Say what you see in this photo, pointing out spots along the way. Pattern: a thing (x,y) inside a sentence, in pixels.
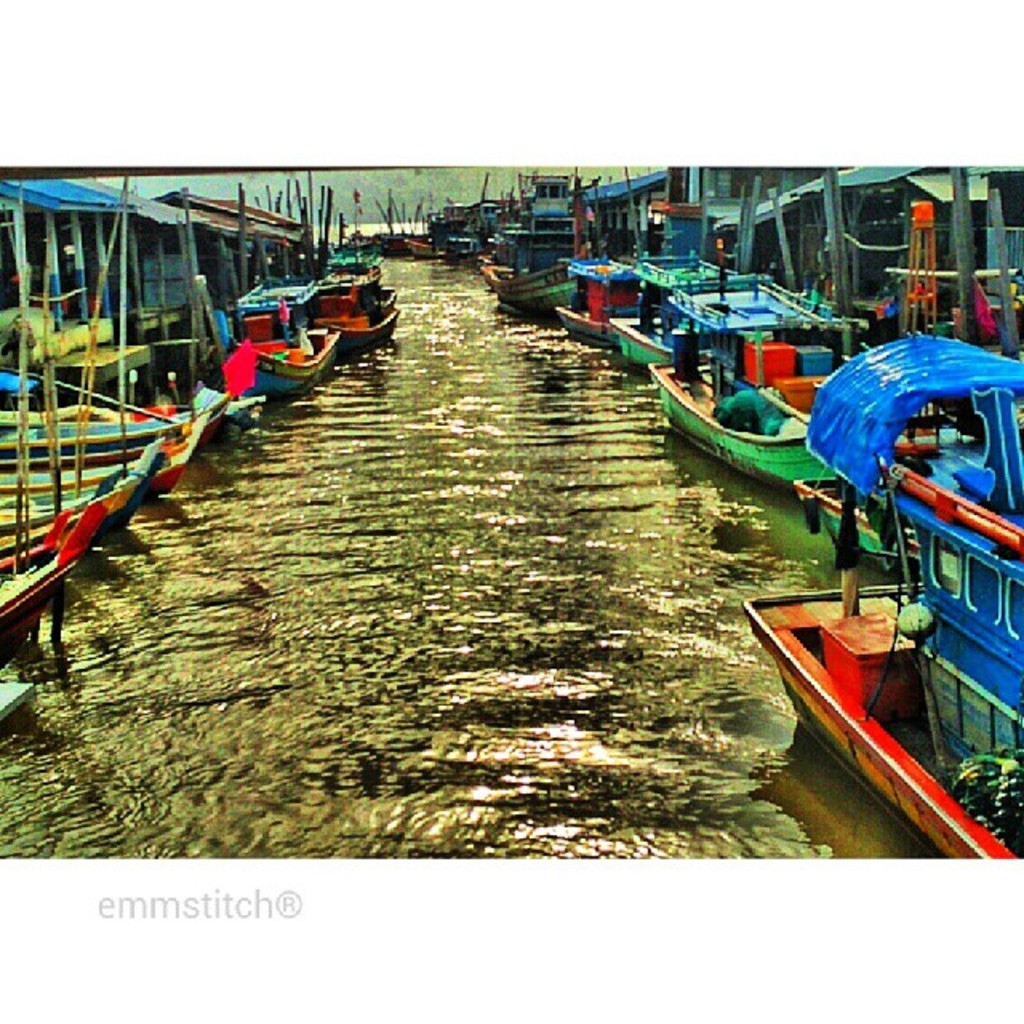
In the picture we can see water (581,660) and on the either side of the water (398,756) we can see boats (349,282) and in the background (338,256) we can see some boats (346,267) and trees (335,205).
